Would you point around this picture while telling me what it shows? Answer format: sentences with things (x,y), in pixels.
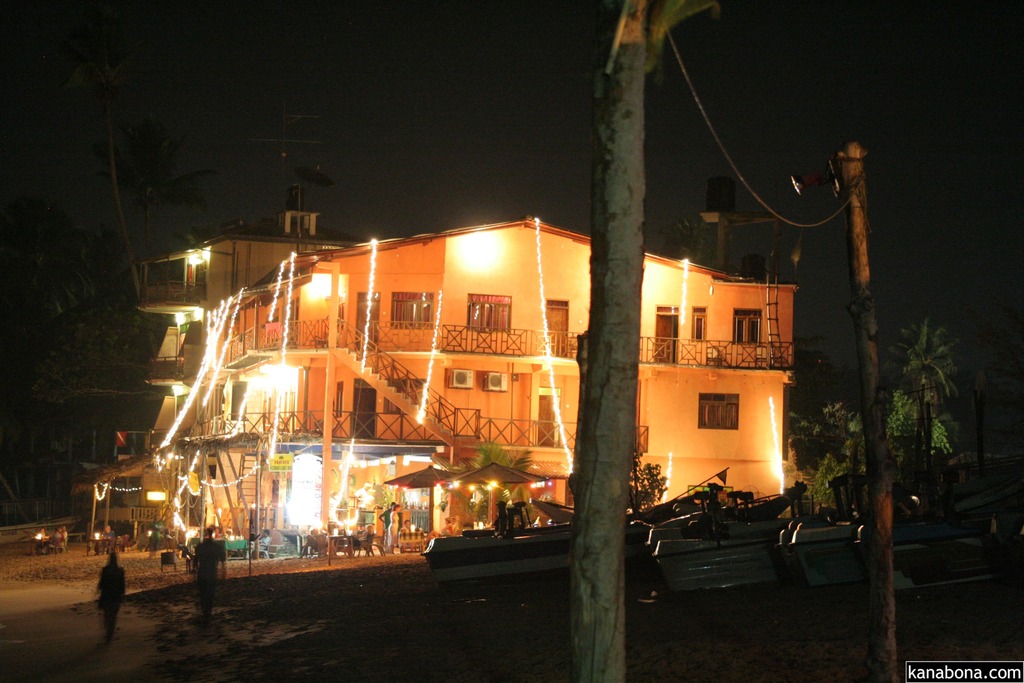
In this image, we can see a building (521,309) decorated with some lights (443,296). There are some trees (57,371) on the left (52,362) and on the right side of the image (845,434). There are poles (882,559) and boats (700,523) in the bottom right of the image (878,586). There is a sky (511,102) at the top of the image (503,19).
